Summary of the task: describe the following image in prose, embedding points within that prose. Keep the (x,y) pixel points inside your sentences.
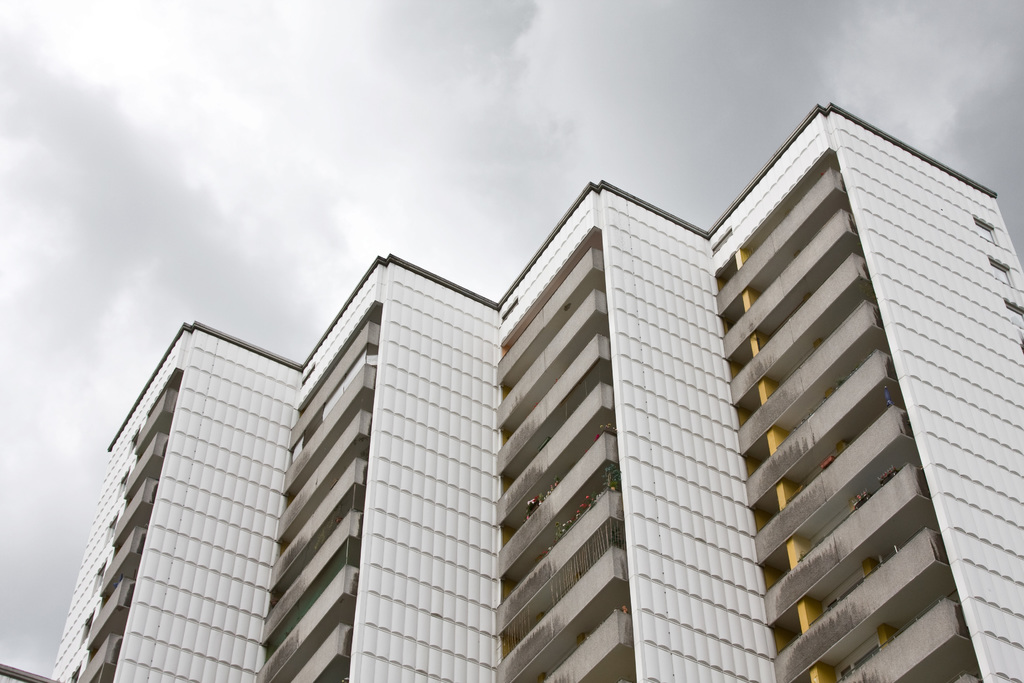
In the center of the image (536,357), we can see buildings (531,359) and at the top (466,123), there is a sky (466,123).
